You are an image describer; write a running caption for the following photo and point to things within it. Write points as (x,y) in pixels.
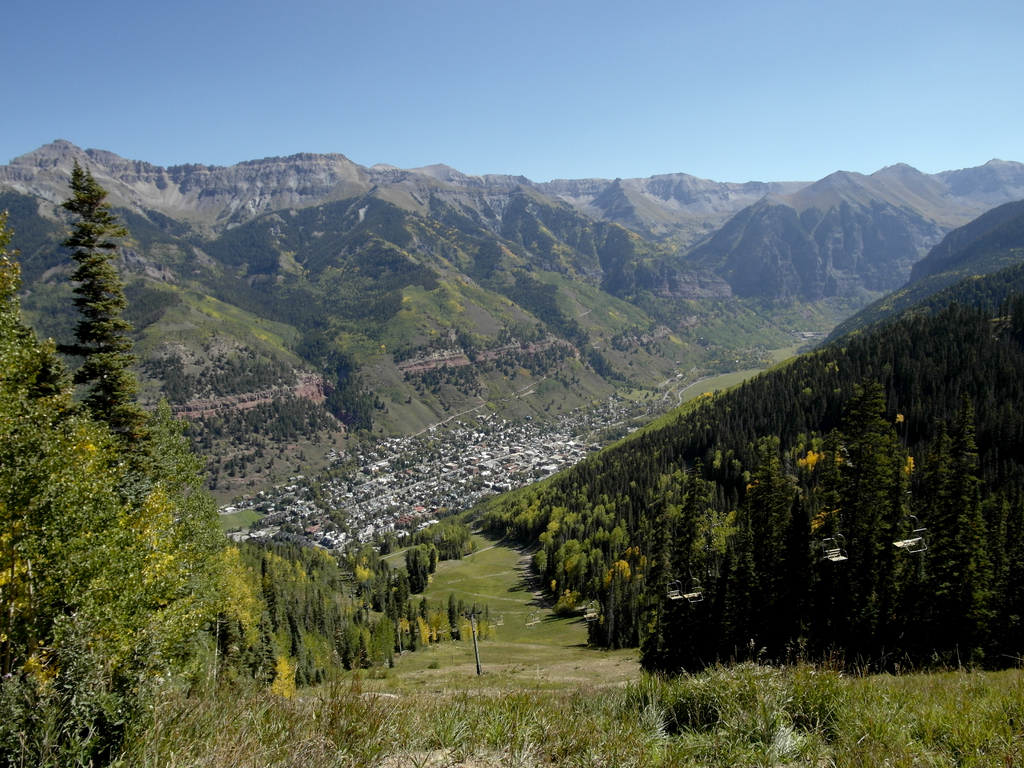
In this image at the bottom (632,688) there are trees (142,599), plants (42,638), houses (464,496), grass (497,540). At the top (431,236) there are hills (546,236) and sky (446,154).
